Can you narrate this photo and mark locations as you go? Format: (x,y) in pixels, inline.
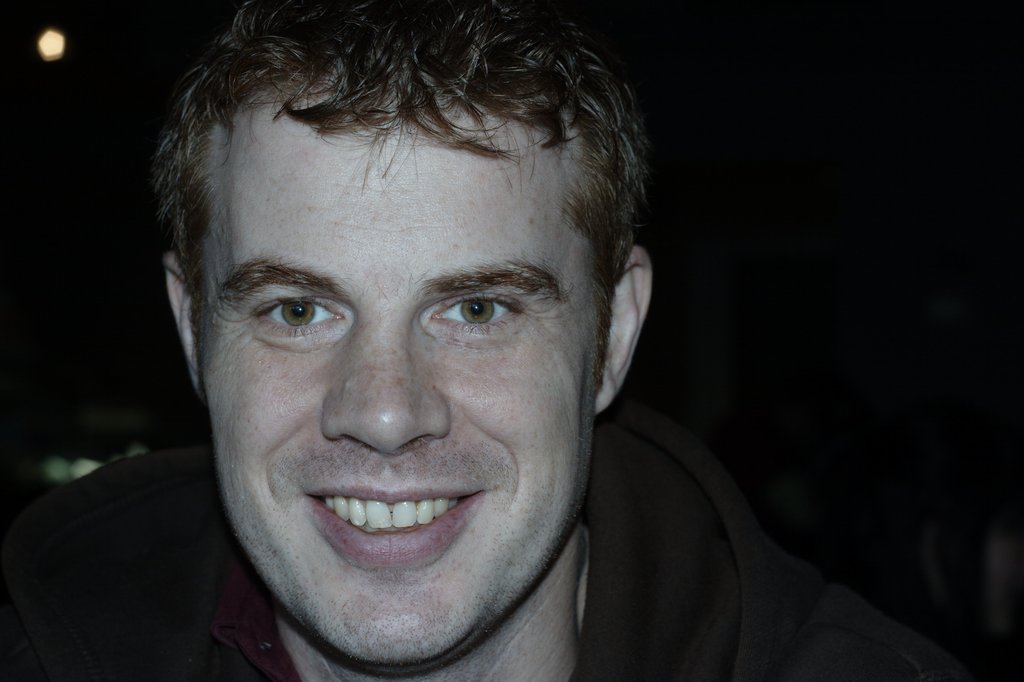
In this image we can see a man (239,344) whose eyes (471,318) color is in brown and he is smiling and his hair (382,68) color is also brown.
